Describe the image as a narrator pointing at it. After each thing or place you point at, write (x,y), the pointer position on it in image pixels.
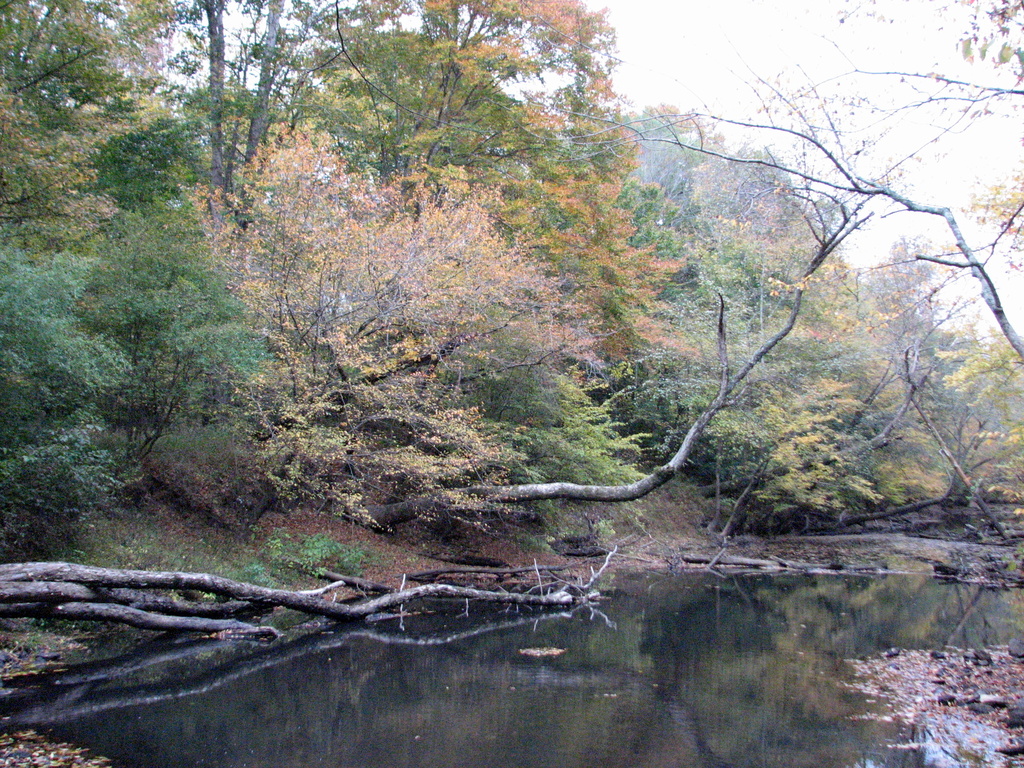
In front of the image there is water (771,611). There are branches (74,574) of a tree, rocks (993,706). In the background of the image (351,496) there are trees (486,232). At the top of the image (705,43) there is sky (740,23).
